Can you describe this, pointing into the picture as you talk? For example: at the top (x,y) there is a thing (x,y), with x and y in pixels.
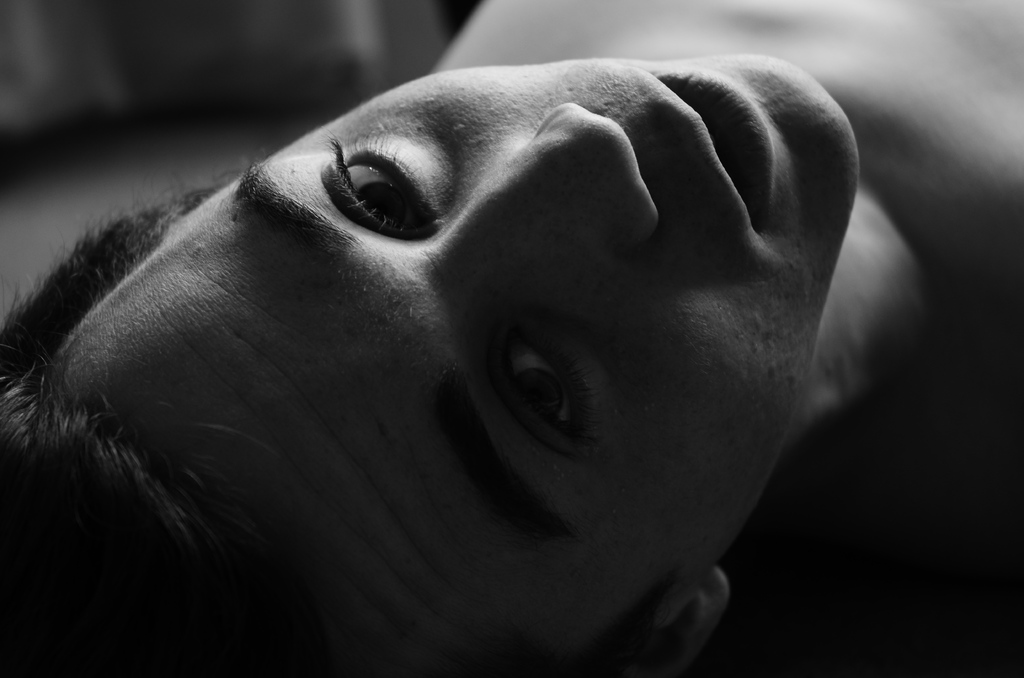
This is black and white image in this image there is a man (530,56).
